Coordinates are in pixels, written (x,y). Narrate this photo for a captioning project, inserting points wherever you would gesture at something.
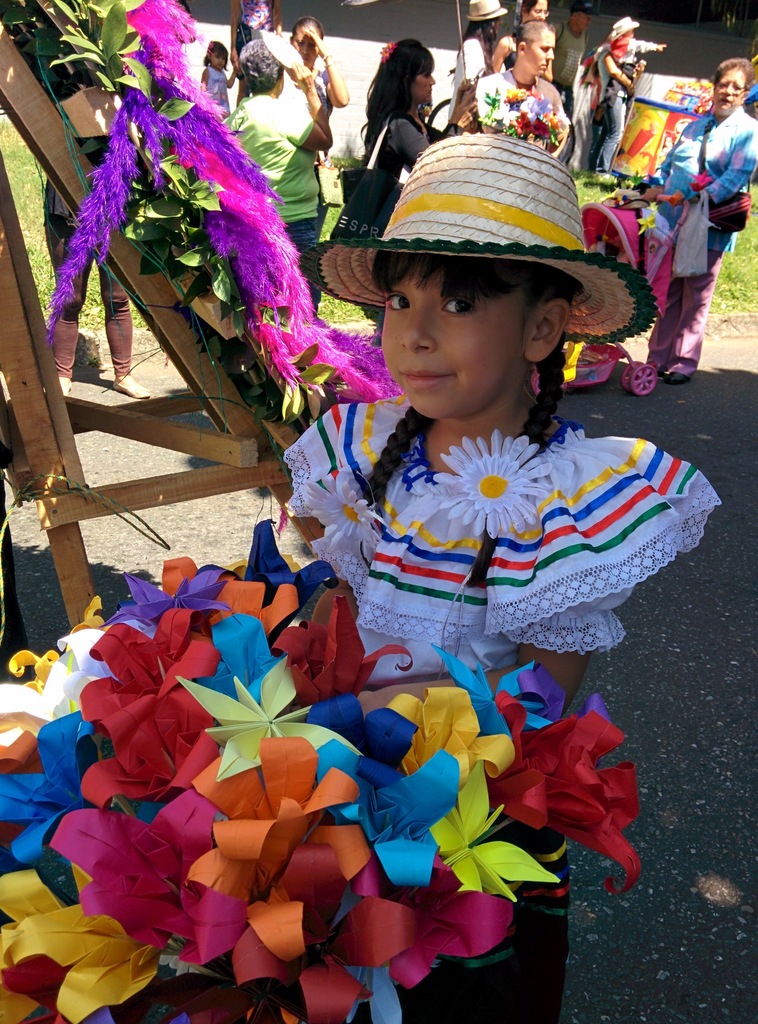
In this image we can see people (570,616). The girl (368,457) standing in the center (499,485) is holding paper crafts (323,734). In the background (351,92) there is a wall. On the left (248,481) we can see a stand (191,477). There are decors (315,338) and we can see leaves (120,71).
